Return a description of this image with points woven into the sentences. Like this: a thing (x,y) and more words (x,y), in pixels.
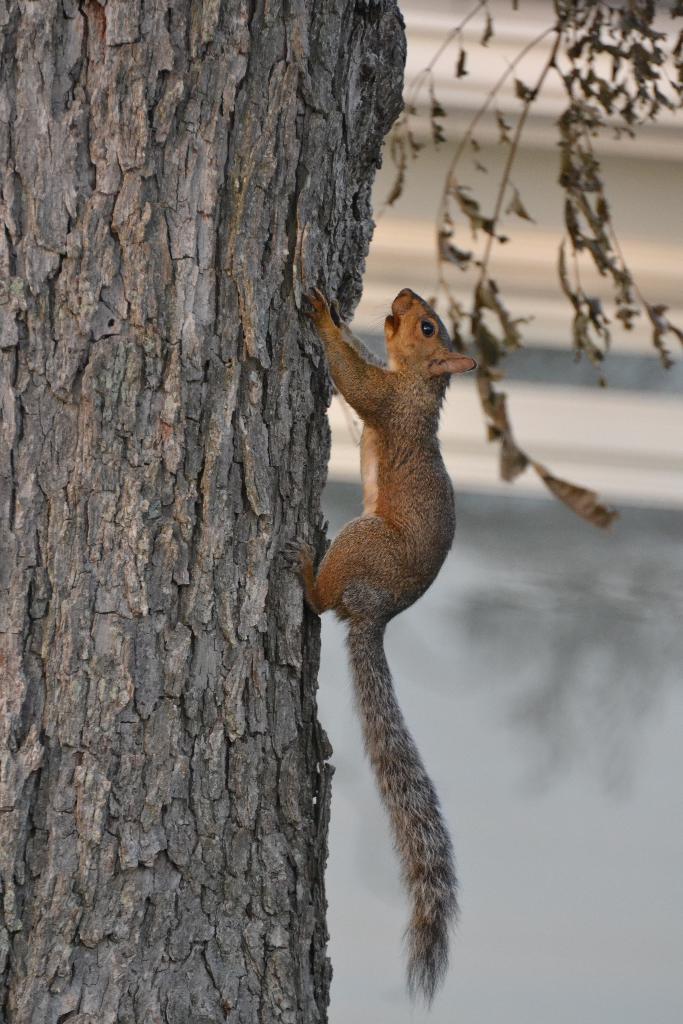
In this image we can see a squirrel (380,569) on the bark (240,536) of a tree (305,222). In the background (593,24), we can see some dry leaves (522,93) and stem (530,96).
